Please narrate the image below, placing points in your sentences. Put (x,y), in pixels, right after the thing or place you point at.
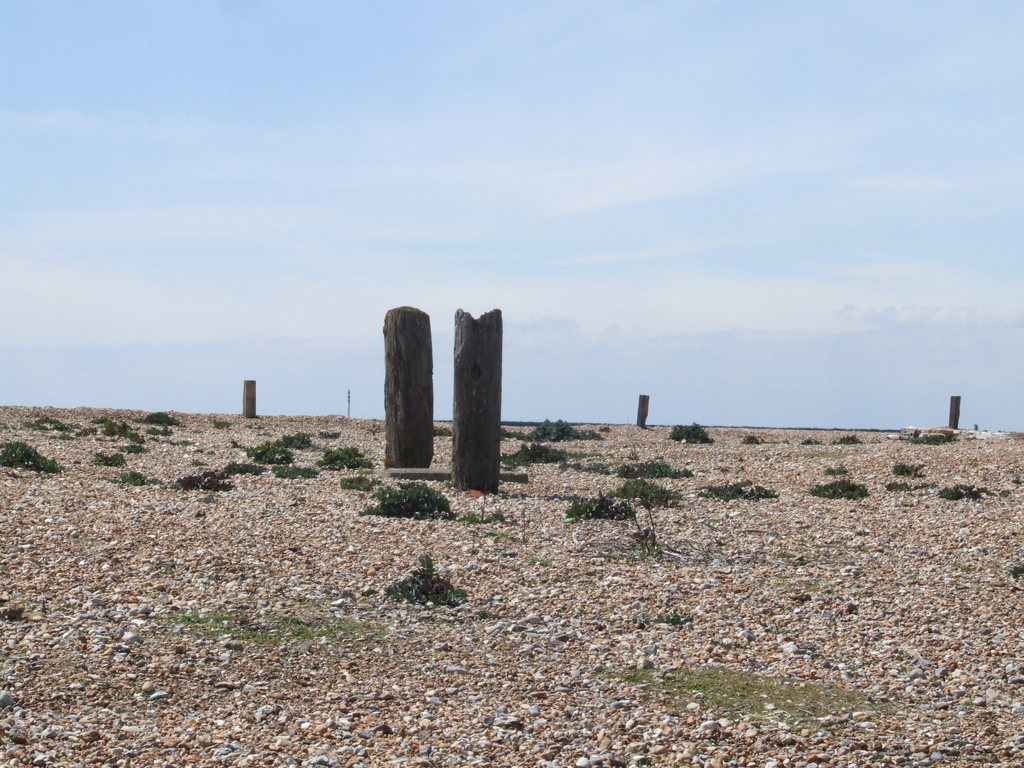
In the center of the image (458,457) we can see logs (469,442). At the bottom (265,652) there are stones (325,570) and shrubs (411,497). In the background (556,265) there is sky (394,137).
